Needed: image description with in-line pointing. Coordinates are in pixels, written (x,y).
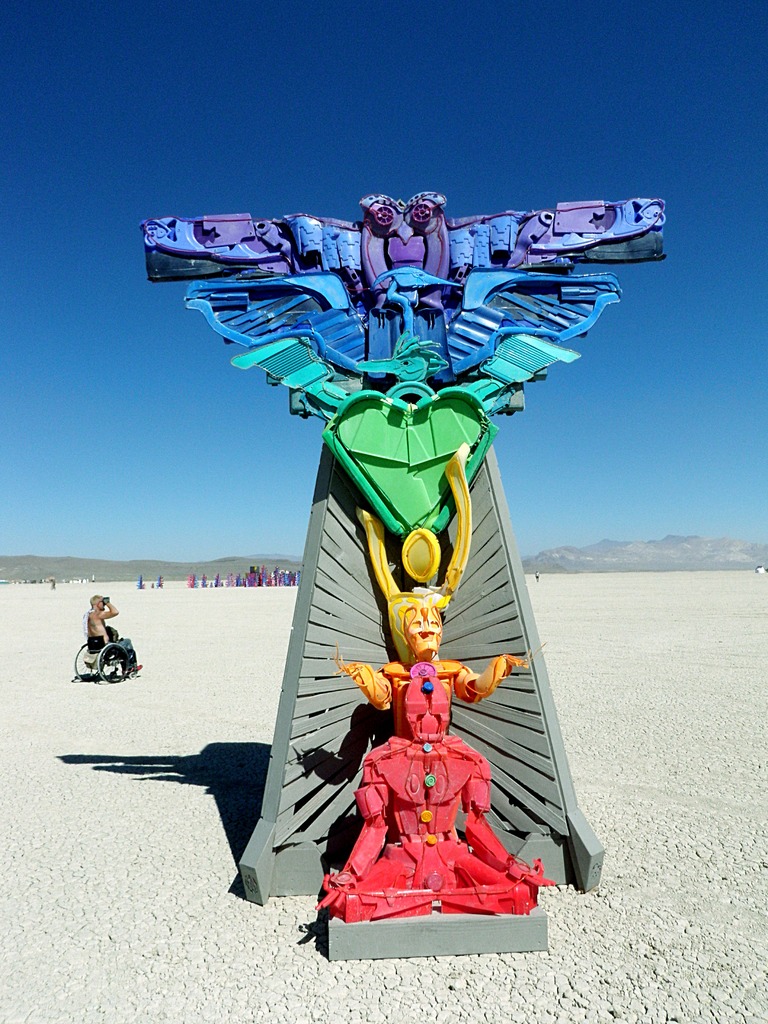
In the center of the image (390,607) we can see a sculpture (324,638). On the left (135,652) there is a person (104,635) sitting on the wheelchair (100,662). In the background (211,576) there are people (297,575), hills (578,560) and sky (214,496).
